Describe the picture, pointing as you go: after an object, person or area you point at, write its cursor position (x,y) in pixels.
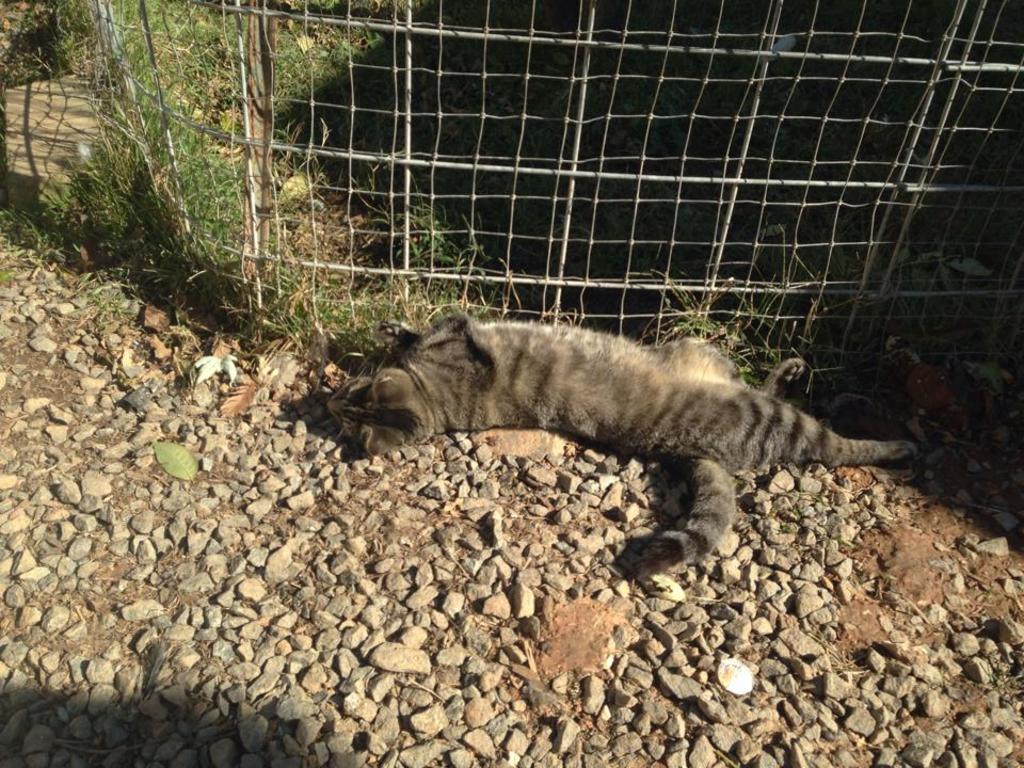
In this image I can see a cat (567,387) which is black and ash in color is laying on the ground (518,499). I can see few stones (413,601) on the ground (351,635). I can see some grass (193,166) and the fencing (255,122).
